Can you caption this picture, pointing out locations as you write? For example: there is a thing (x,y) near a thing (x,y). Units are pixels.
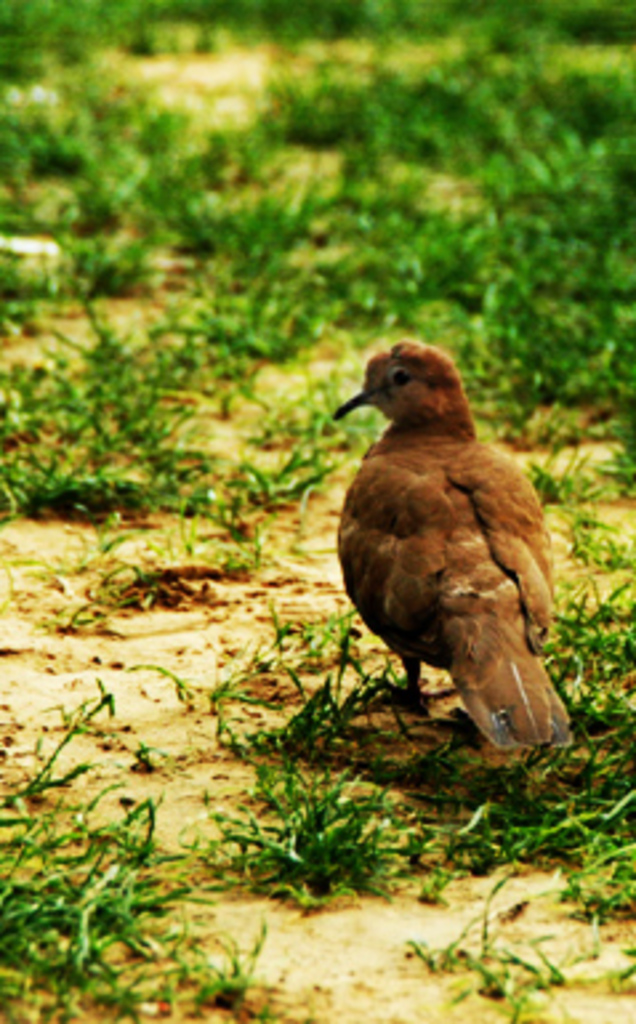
In this image I can see a bird (413,540) on the ground (301,656) and also I can see the grass (297,121).
